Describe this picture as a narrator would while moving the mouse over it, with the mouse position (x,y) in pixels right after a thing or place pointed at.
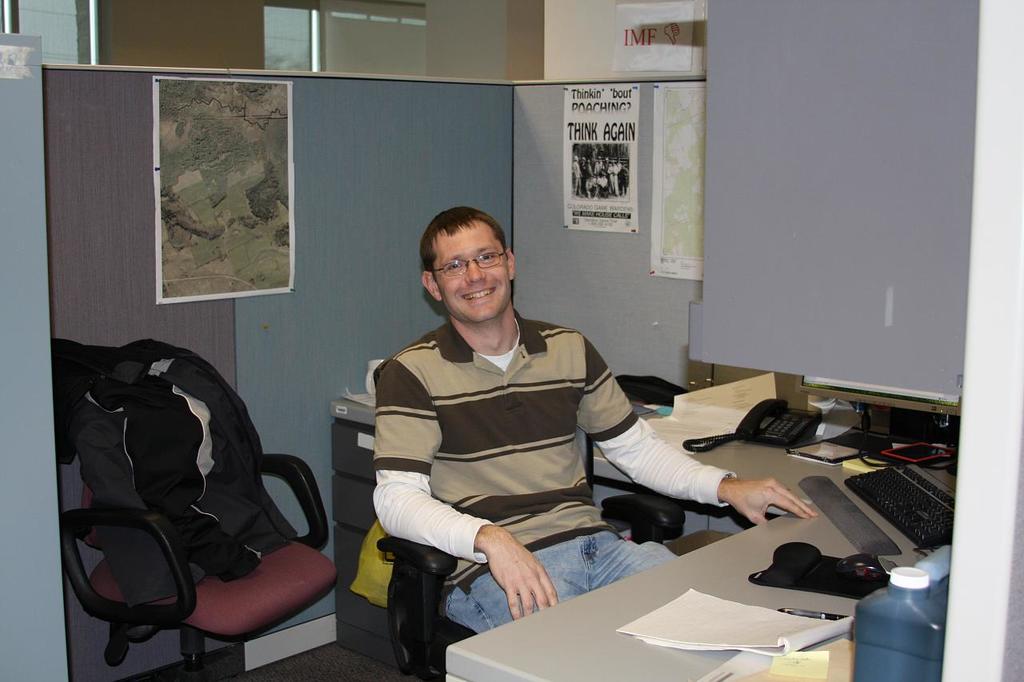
In this image a person (599,373) is sitting on a chair (424,581). In front of him on a table (818,603) there are papers (727,614), pen (808,612), phone (787,429), keyboard (876,478), bottle (886,635) and drawers (350,490). The person (424,372) is smiling. There is another chair (277,457) on it there are cloth (211,464). In the background (238,184) on the wall (396,137) there are pictures (583,151).
